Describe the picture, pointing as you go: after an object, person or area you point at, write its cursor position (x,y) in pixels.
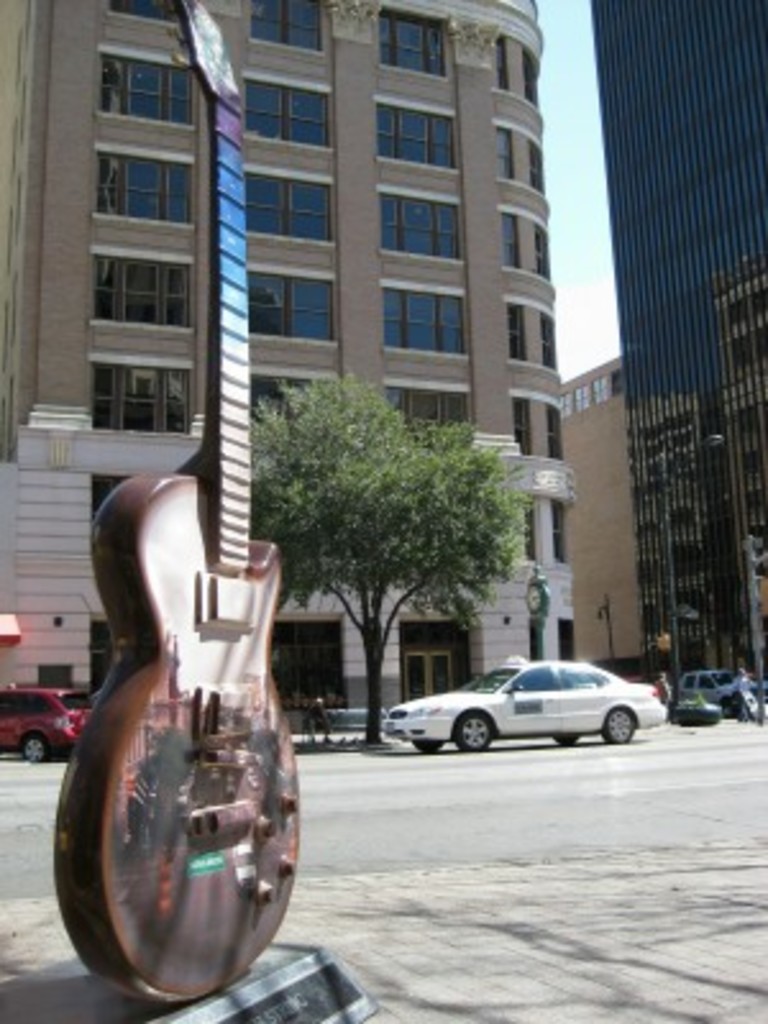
The picture I can see a guitar sculpture (250,831) on the left side of the image (179,944), I can see vehicles (35,747) moving on the road (54,784), I can see trees (419,504), poles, tower buildings (389,388) and the sky (594,145) in the background (588,285).
